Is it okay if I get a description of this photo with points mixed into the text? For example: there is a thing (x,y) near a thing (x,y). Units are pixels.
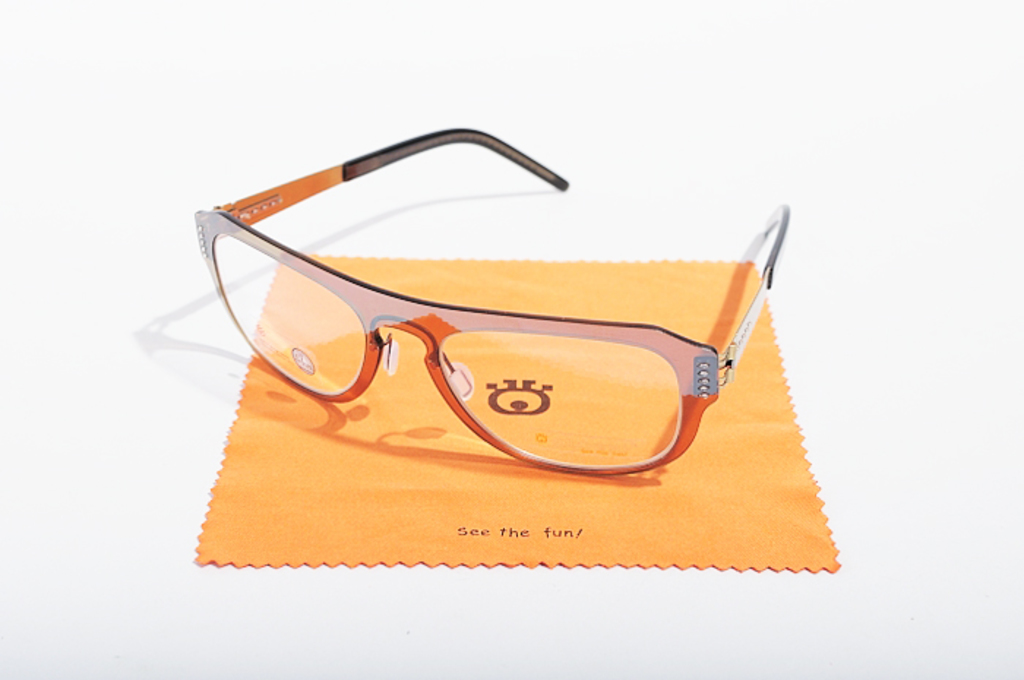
The picture consists of spectacles (304,262) and a cloth (440,454) on a white surface (902,318).
